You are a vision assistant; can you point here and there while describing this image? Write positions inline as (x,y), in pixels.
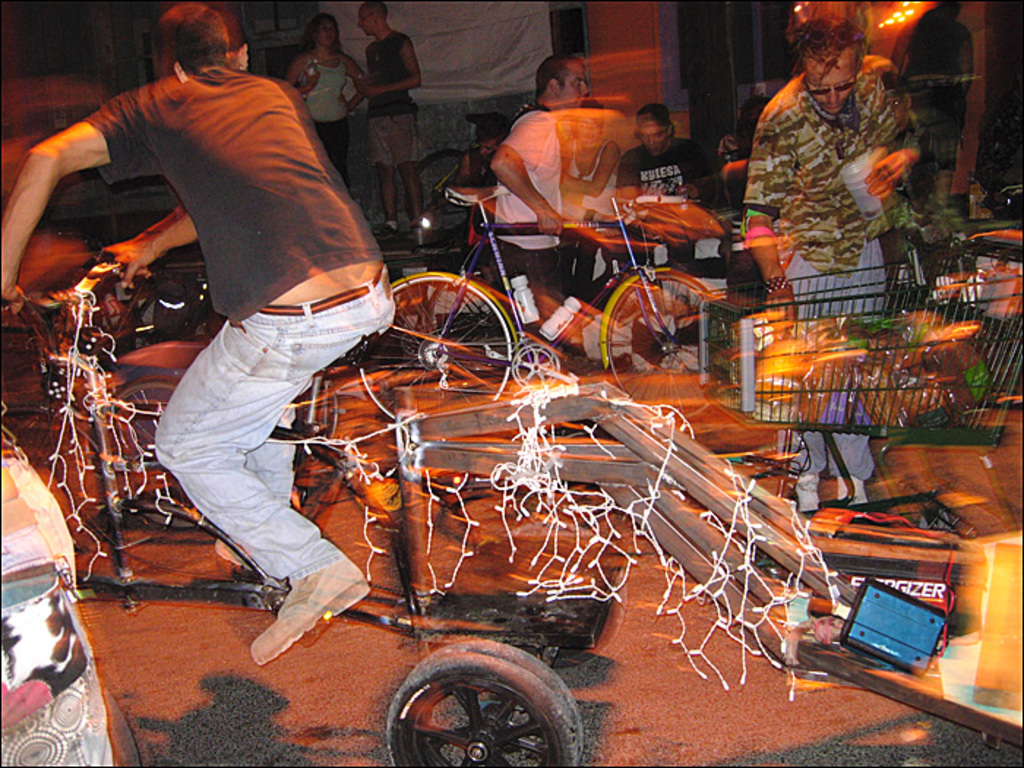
This person (252,292) sitting on the bicycle (76,293) and holding bicycle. These two persons (318,49) are standing. This person (533,175) standing and holding bicycle (505,275). These persons (633,182) are sitting. This person (749,185) standing and holding glass (873,177). We can see bicycles (616,317) and things (775,383). On the background (516,45) we can see wall (625,33), banner (489,44).
